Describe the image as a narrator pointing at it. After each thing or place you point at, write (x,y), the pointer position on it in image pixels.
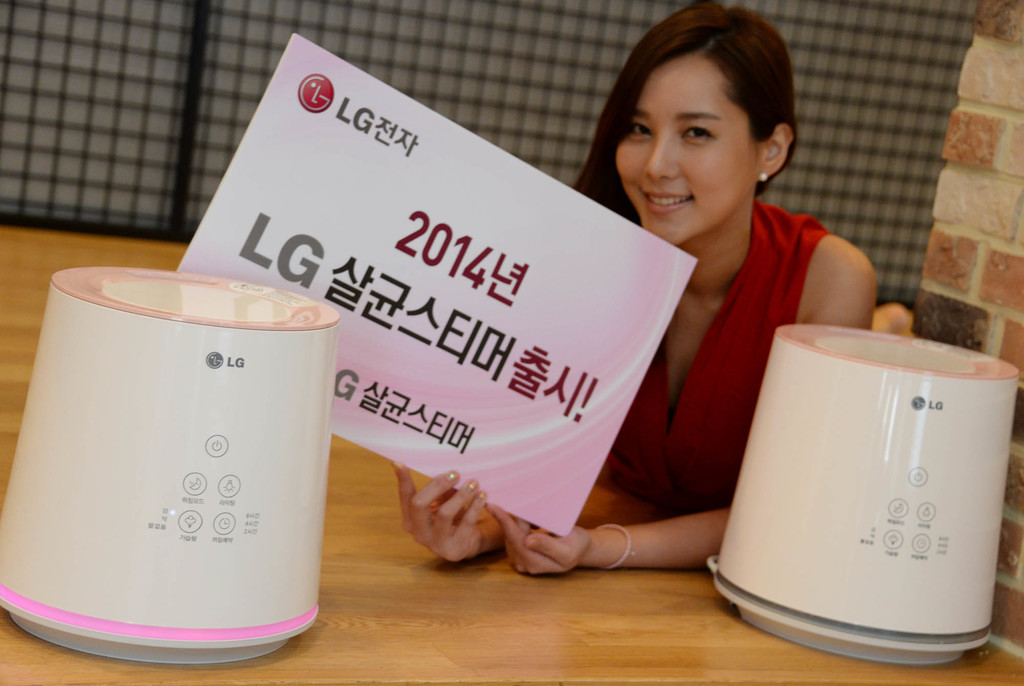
In this image we can see a woman (755,310) smiling and holding the LG board (469,244) with text (453,420). We can also see two LG objects (301,468) on the wooden table (499,613). In the background (155,98) we can see the fence (530,52). On the right (980,200) there is a brick wall (973,270).
